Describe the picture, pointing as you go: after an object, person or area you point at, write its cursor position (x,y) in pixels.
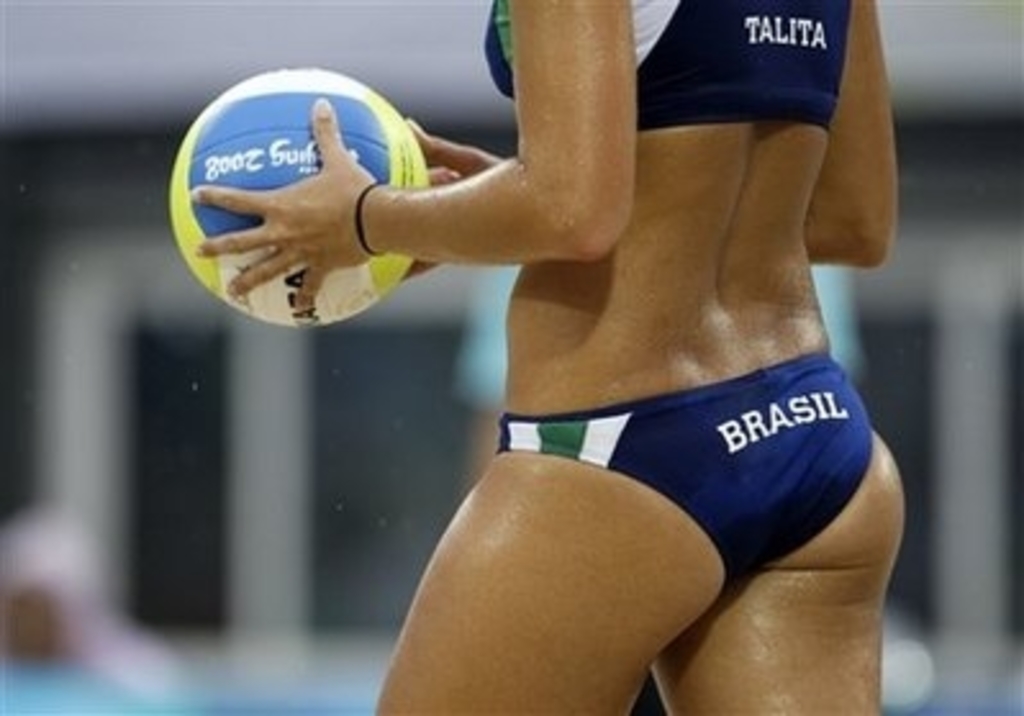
There is a woman (732,438) standing and holding a ball (340,276). In the background (331,332) it is blur.
